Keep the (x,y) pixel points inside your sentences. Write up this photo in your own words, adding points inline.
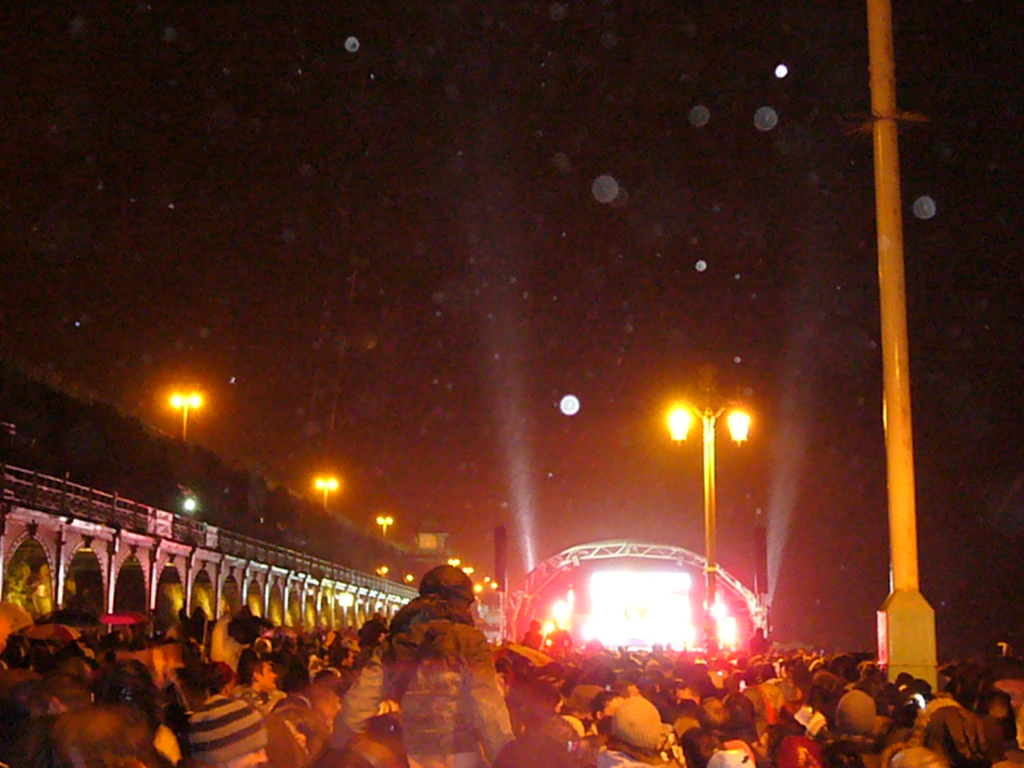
In this image there are people (633,709) standing, on the left side (40,536) there is a wall (133,557), in the background (629,563) there is lighting (652,574), poles (921,647).
